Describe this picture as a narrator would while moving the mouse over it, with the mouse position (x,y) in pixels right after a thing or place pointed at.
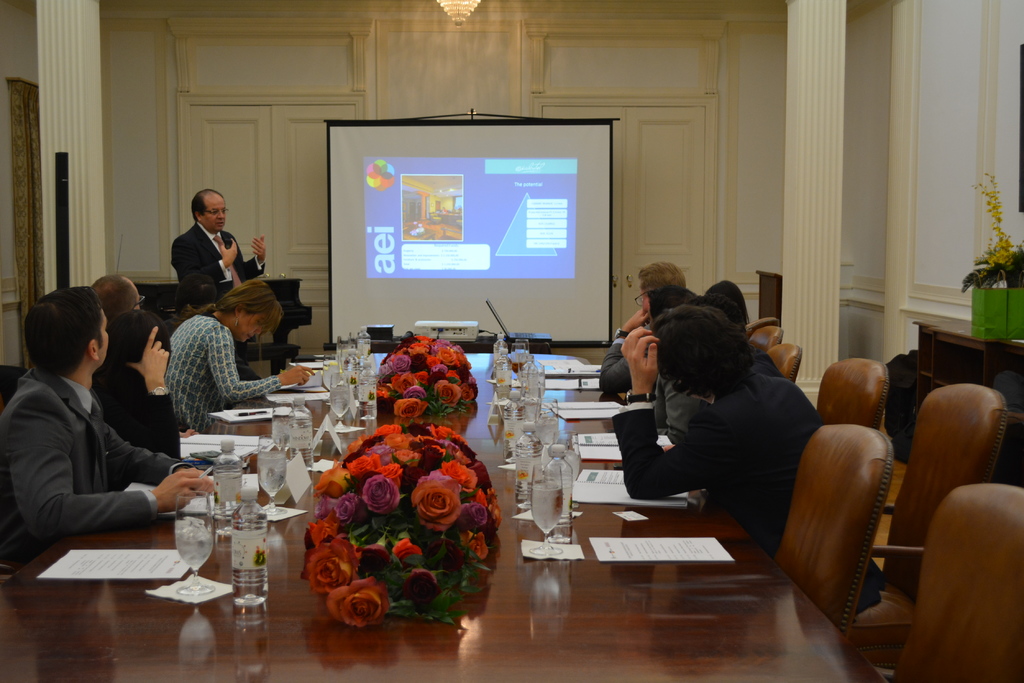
In this image i can see few people (235,388) sitting on chair (793,499), there are few flower pots (366,512), few glasses (541,436) on the table (573,571) in the background (595,77) i can see a projector (448,273) a man (257,251) standing and a wooden wall (162,193).
